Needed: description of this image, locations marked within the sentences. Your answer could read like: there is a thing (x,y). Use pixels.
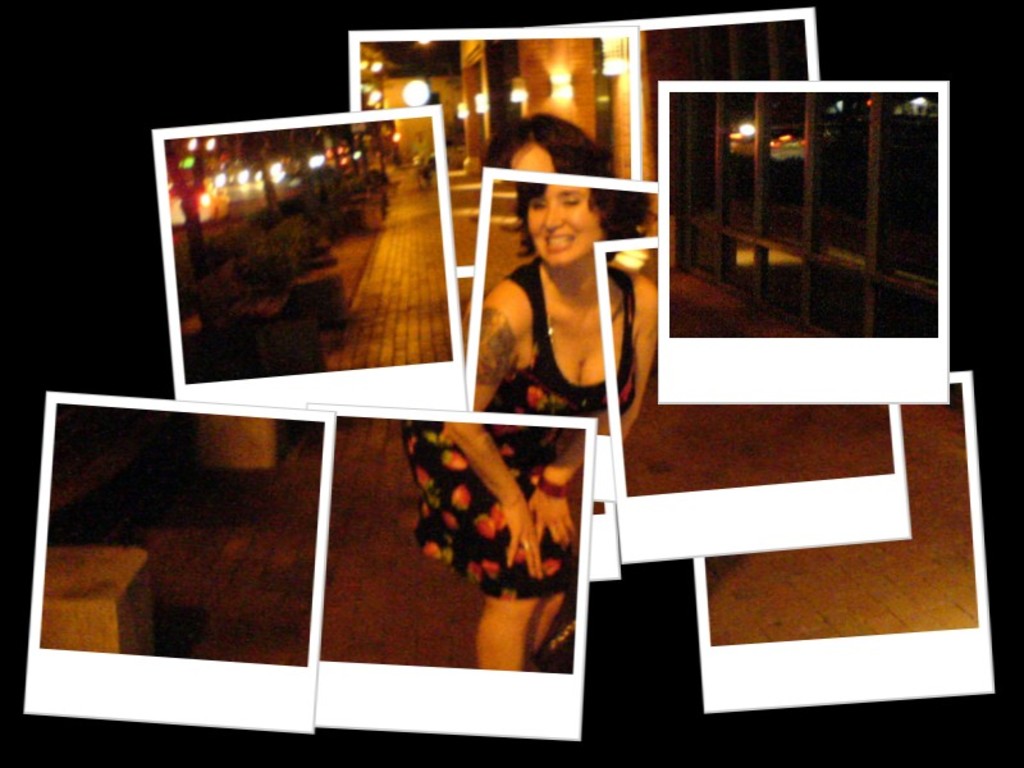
In this image we can see the collage pictures. Here we can see a woman (549,340) standing on the side of the road (513,249) and she is smiling. Here we can see the vehicles (215,170) on the road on the left side (216,185). In the background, we can see a person (425,162) riding a bicycle (427,175) on the side of the road (372,272).
